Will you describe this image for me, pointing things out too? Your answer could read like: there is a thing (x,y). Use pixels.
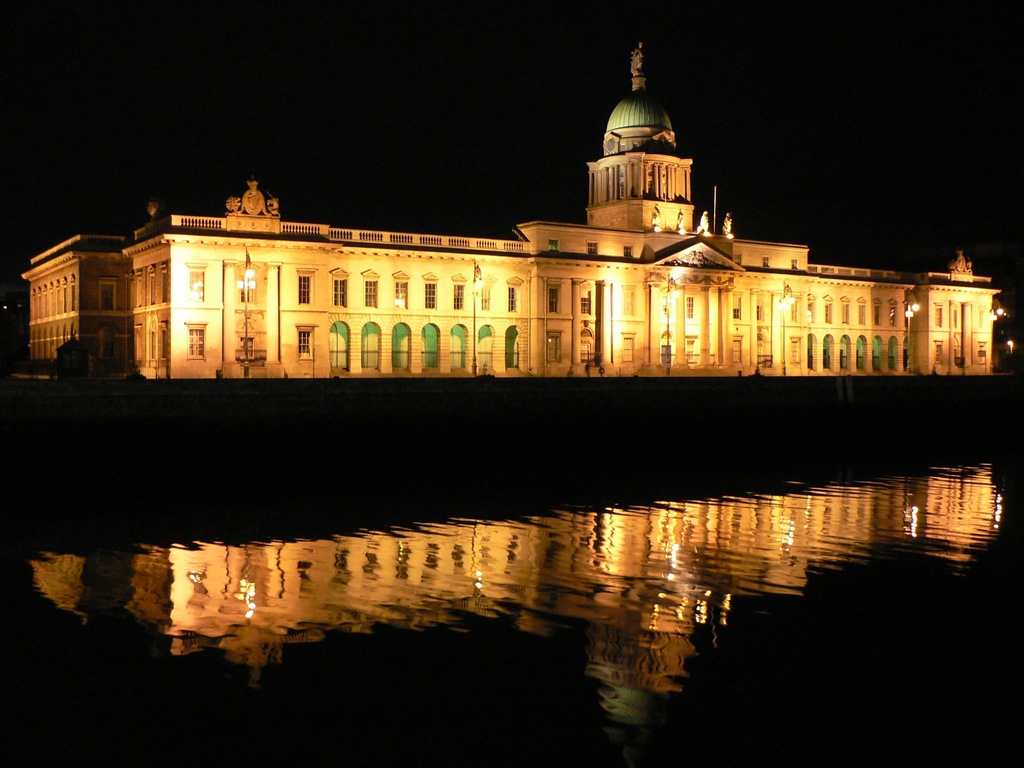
Here we can see a building (680,305). To this building (507,292) there are lights (250,272). On this water (729,529) there is a reflection (569,536) of this building (583,337).
